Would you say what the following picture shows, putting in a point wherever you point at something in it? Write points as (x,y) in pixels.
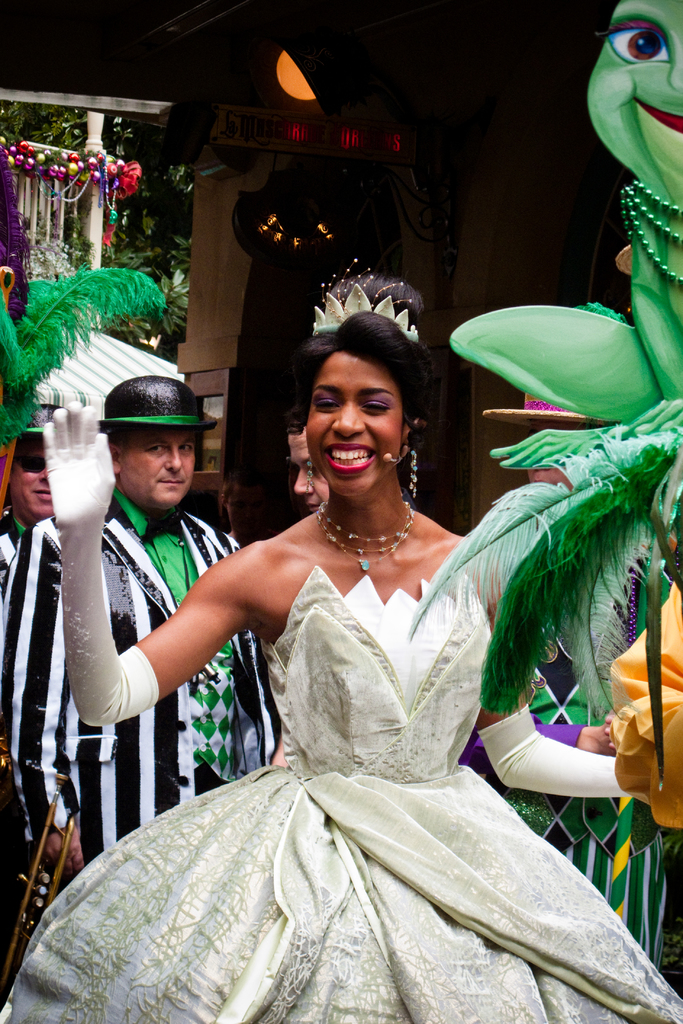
In this image there is a person (364,611) standing and smiling, and in the background (38,145) there are group of people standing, there are decorative items (627,496), there are trees (84,253) and a house (382,45).
